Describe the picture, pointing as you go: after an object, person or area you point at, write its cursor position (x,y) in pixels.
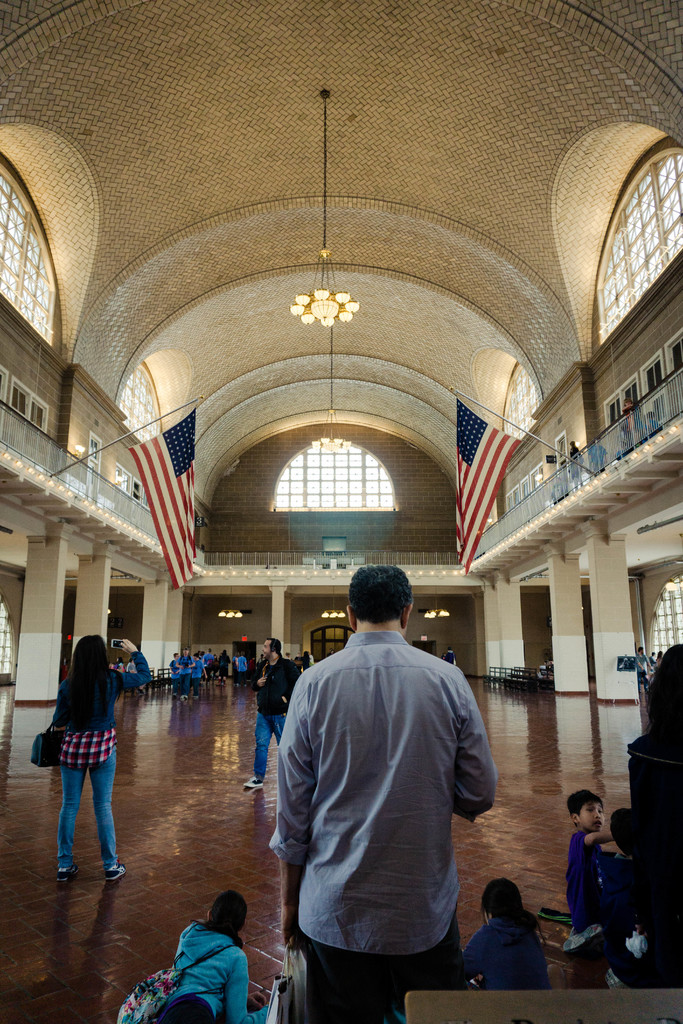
In the center of the image (367,612) there are people (381,694). In the background of the image (225,558) there is a wall (474,605) with lights (194,565). To the both sides of the image there are flags (467,501). At the top of the image (138,254) there is ceiling (296,386). There is a light (305,296). At the bottom of the image (100,979) there is floor (77,968).
